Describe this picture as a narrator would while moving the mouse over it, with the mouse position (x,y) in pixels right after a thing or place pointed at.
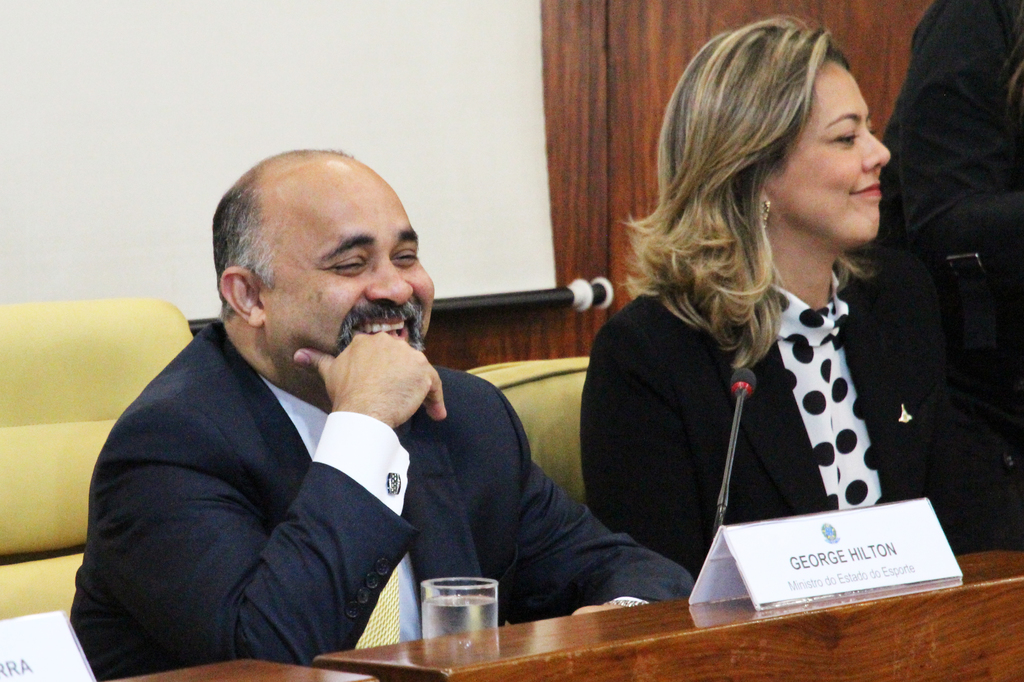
In this image we can see a man (326,437) and woman (832,391) sitting and smiling and they are sitting in front of the wooden table (759,621). On the table (705,680) we can see the name board (886,553), glass of water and also mike (734,417). In the background (263,44) we can see the wall (549,88) and some other person (987,159) on the right (994,185).
